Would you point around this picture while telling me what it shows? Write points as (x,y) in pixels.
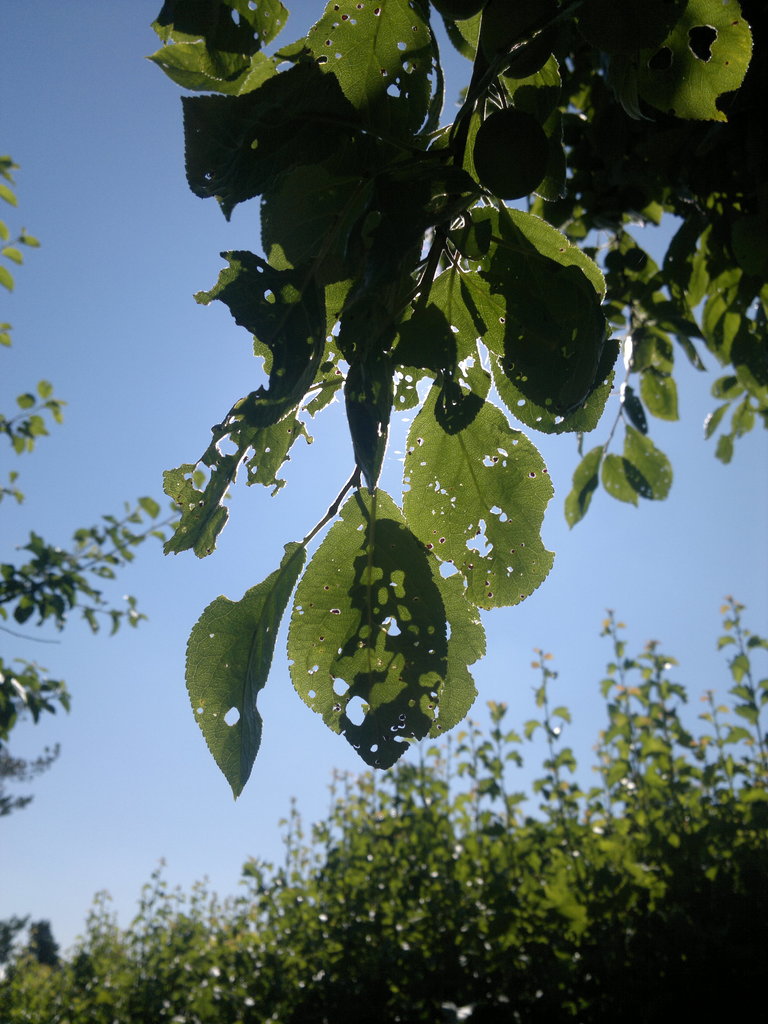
In this picture we can see sky (129,237), green leaves (372,515) and plants (518,917).
